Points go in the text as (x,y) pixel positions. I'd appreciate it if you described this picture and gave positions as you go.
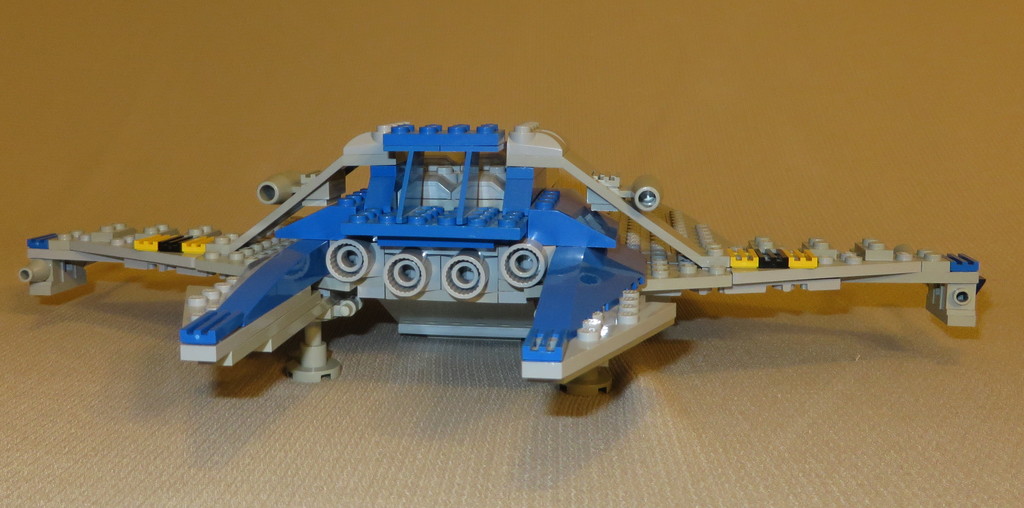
In the center of the image (361,261) there is a lego toy (470,222). At the bottom of the image (419,453) there is carpet (337,448).
